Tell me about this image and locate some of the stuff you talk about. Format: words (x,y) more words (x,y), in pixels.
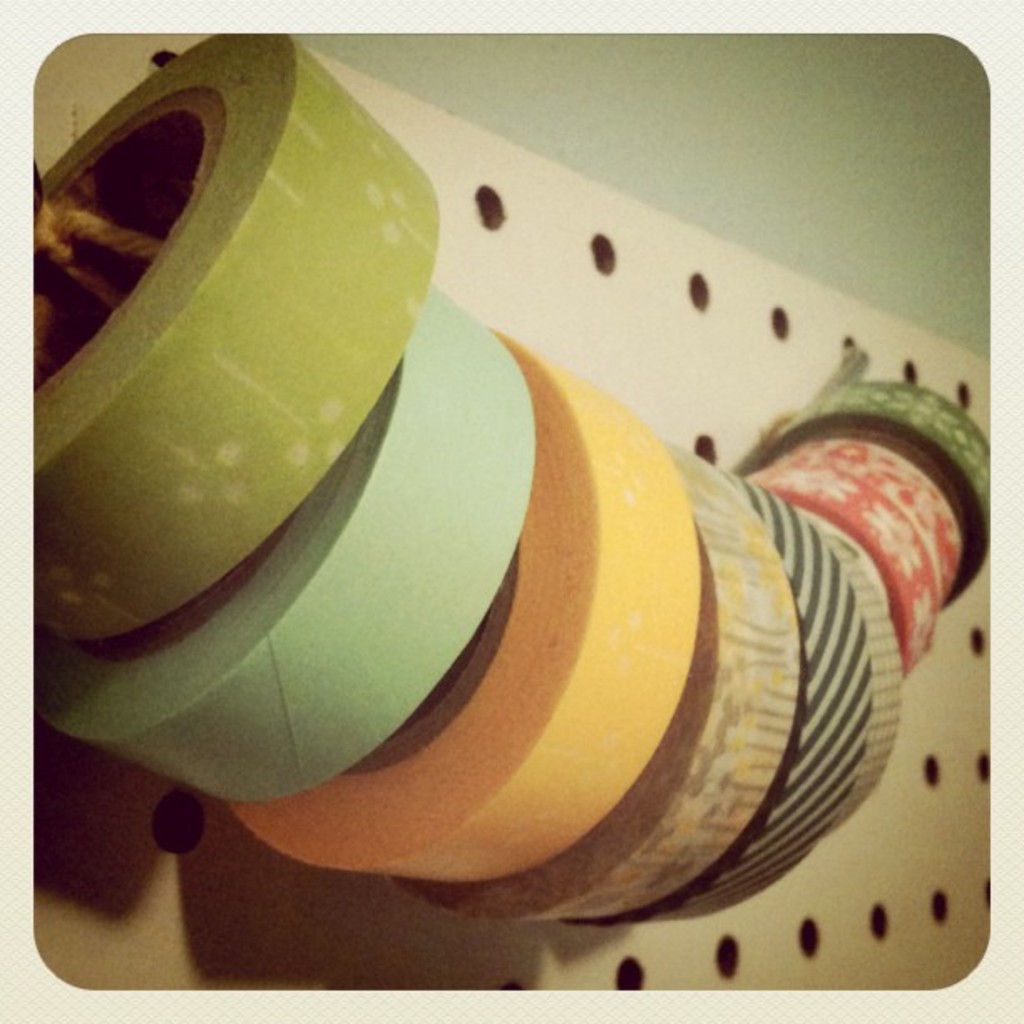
In this image I can see the tape rolls (384,555) hanged to the rope (70,237). These rolls (365,659) are colorful. And there is a white and green background (787,232).
